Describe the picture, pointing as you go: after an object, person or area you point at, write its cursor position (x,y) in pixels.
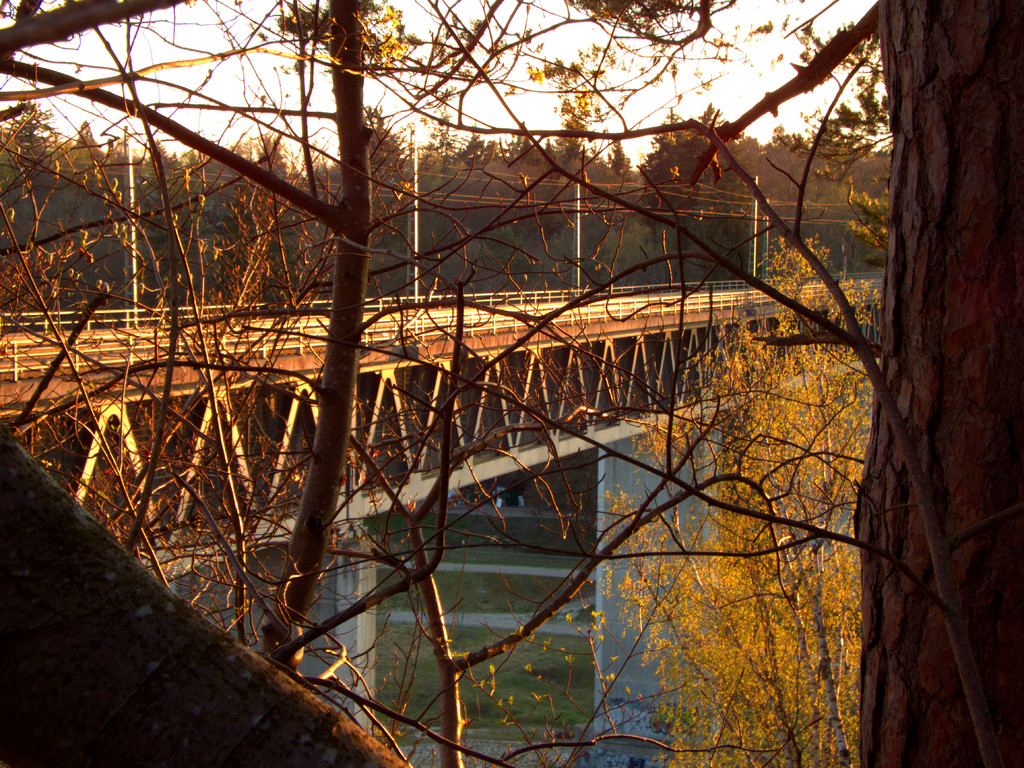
In this picture I can see a bridge (385,349) and few poles (756,275) and I can see trees (682,345), water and a cloudy sky (782,14).
